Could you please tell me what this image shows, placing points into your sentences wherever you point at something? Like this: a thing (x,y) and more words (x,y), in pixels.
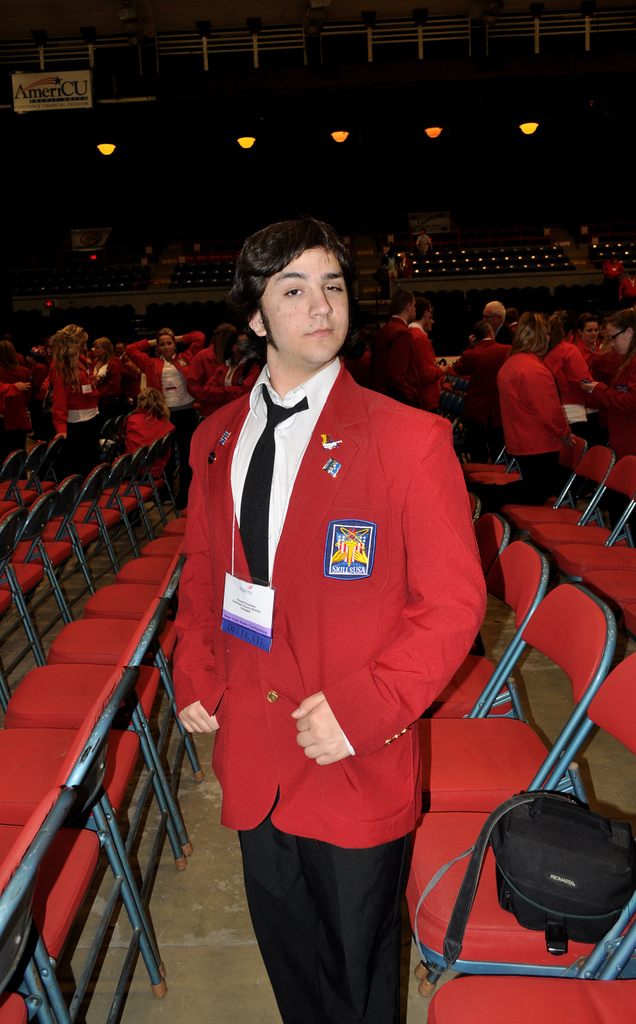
This picture seems to be clicked inside the hall (193,43). In the foreground (280,697) we can see a person (298,445) wearing a suit (306,536) and standing and we can see a sling bag (518,834) and the chairs (10,766) and we can see the group of people (134,369) seems to be standing. In the background (59,100) we can see the metal rods (590,28), lights (105,150), text (54,92) on the board (72,91) and many other objects (67,283).
